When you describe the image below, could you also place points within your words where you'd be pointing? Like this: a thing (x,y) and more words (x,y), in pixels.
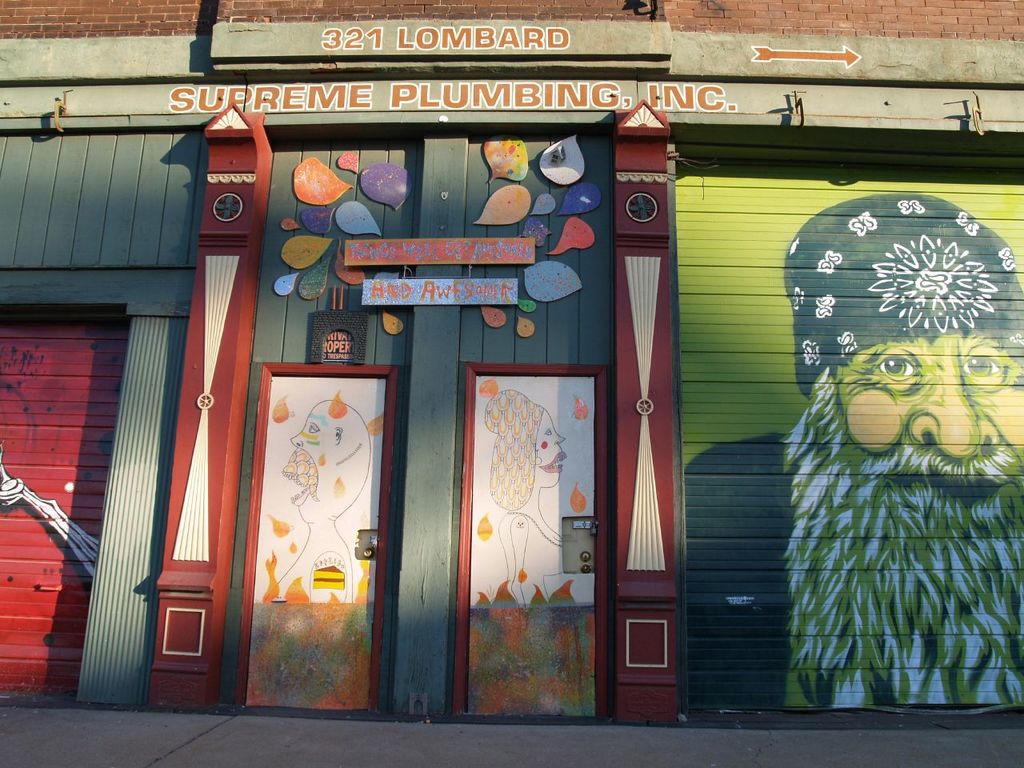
In this image in the center (457,471) there is one building (185,575) and on the building (917,461) there is some art (910,417) and some text (459,100) written, at the bottom (193,734) there is a walkway (563,764).
